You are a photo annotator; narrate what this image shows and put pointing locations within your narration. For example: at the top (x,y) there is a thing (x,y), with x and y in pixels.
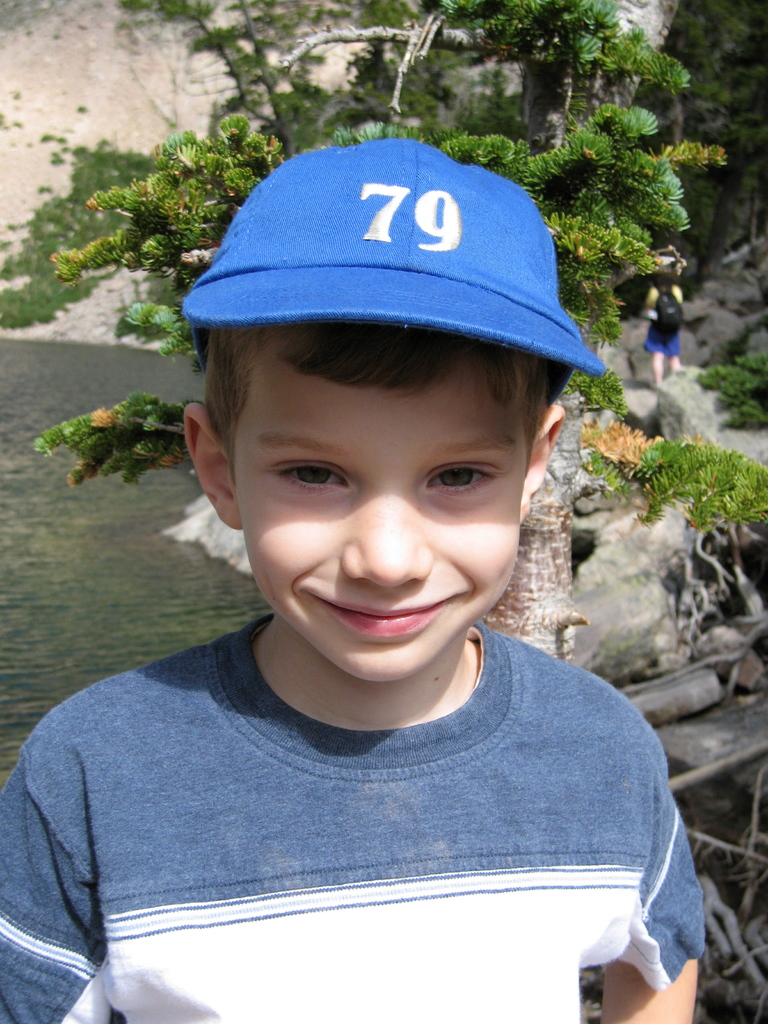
In this picture we can see few people (503,643), in the middle of the image (432,538) we can see boy (397,745), he is smiling and he wore a cap (280,304), in the background (444,147) we can see few trees (214,248) and water (102,567).
